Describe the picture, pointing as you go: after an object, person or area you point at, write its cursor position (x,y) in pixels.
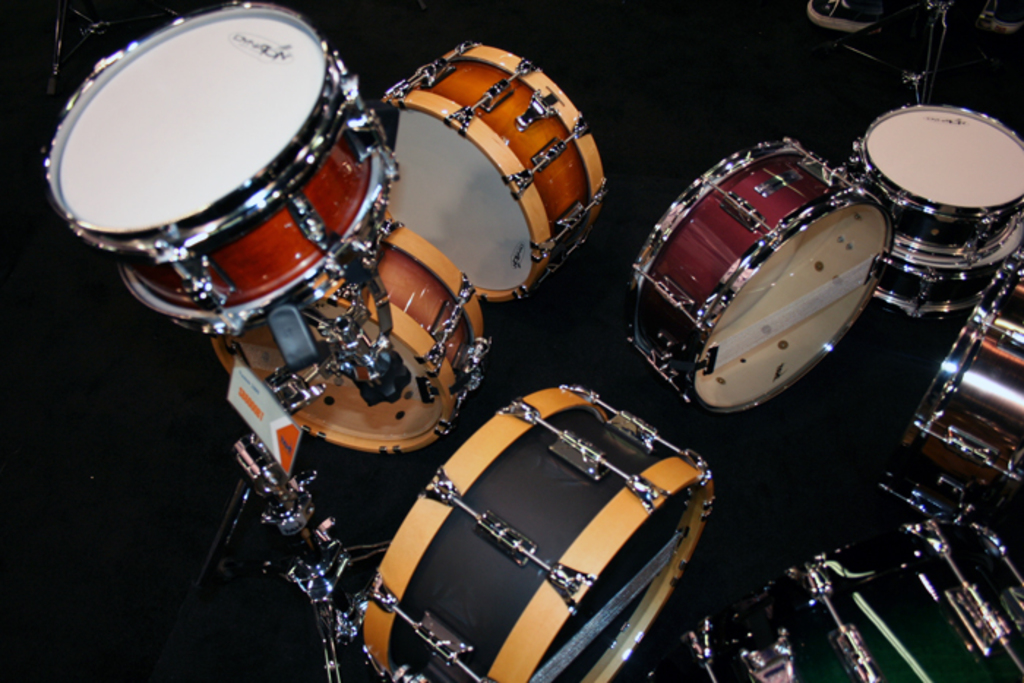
In this image, we can see some musical instruments (511,472). We can see the ground (203,556) and some objects (819,1) on the top right corner (995,39).
